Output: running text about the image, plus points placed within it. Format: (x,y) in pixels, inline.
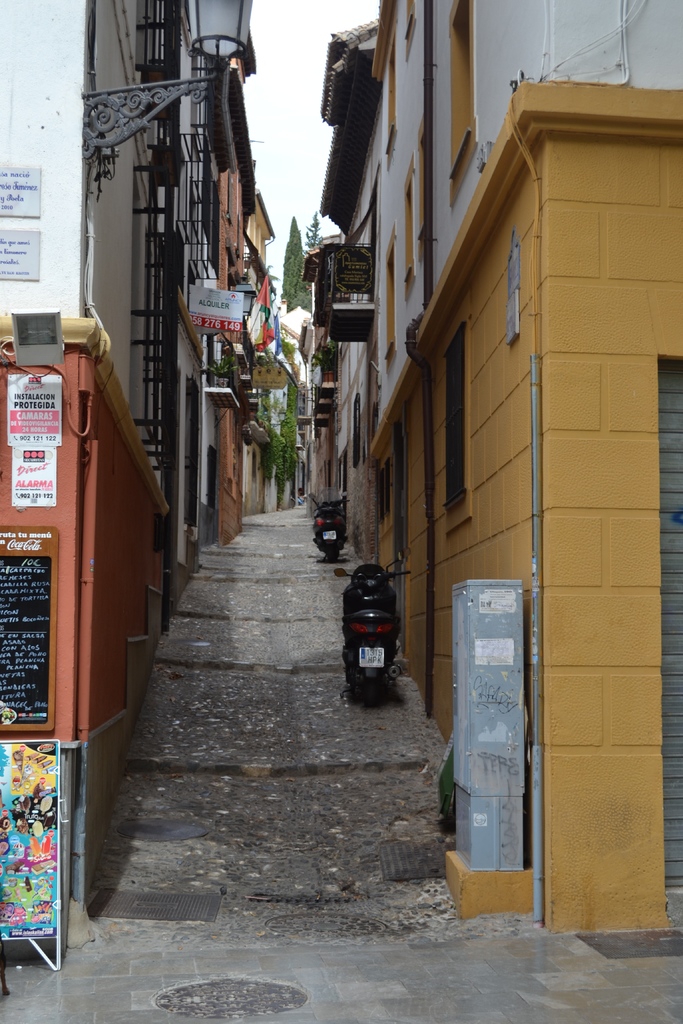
In this image I can see a path (267,632), number of buildings (309,416), trees (296,225), few vehicles (325,521), number of boards (44,542) and on these boards (37,899) I can see something is written.
